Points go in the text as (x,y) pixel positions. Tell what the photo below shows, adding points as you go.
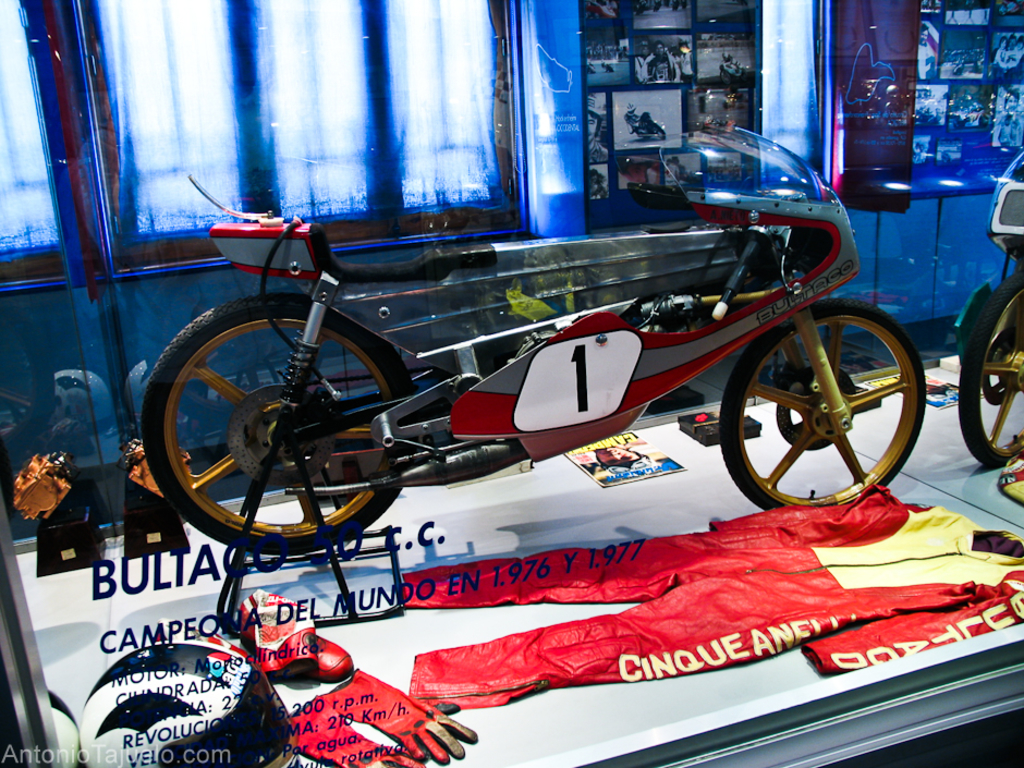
In this image we can see two motorcycles (807,323), there are clothes (990,540), gloves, helmet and some other objects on the floor (948,475), there are photographs (935,63) on the wall (943,13), there are text (373,752) on the mirror (414,618), also we can see the windows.
